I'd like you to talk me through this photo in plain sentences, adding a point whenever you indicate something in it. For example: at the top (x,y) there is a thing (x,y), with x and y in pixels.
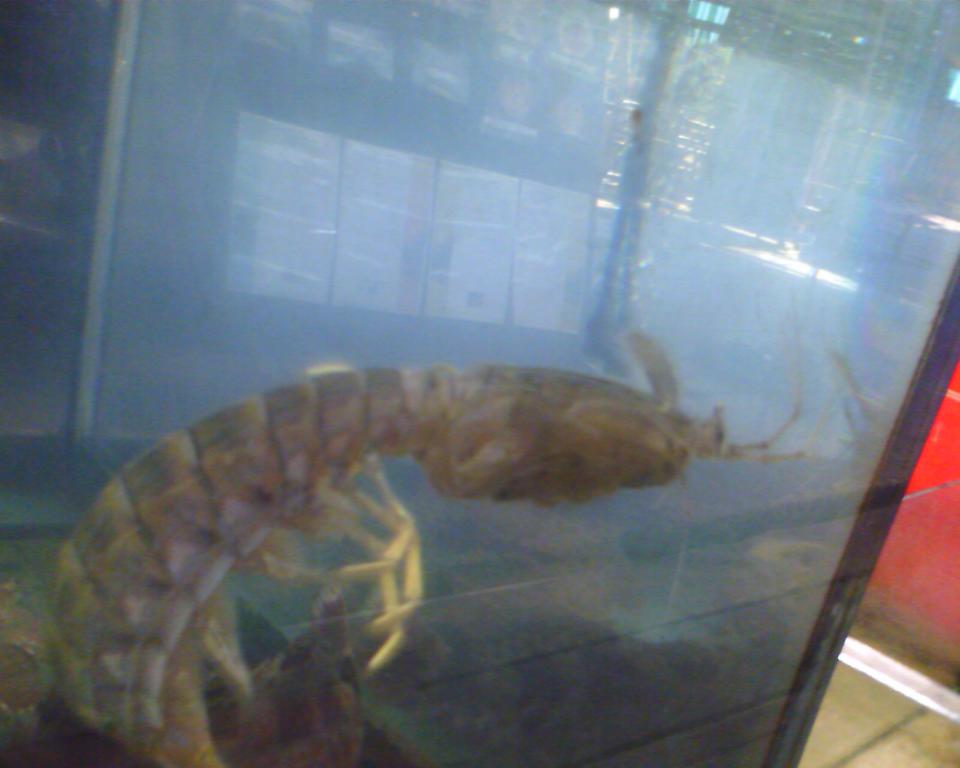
In this image I can see an aquatic animal (84,557) in the water (706,401) and the animal (217,554) is in brown color.
